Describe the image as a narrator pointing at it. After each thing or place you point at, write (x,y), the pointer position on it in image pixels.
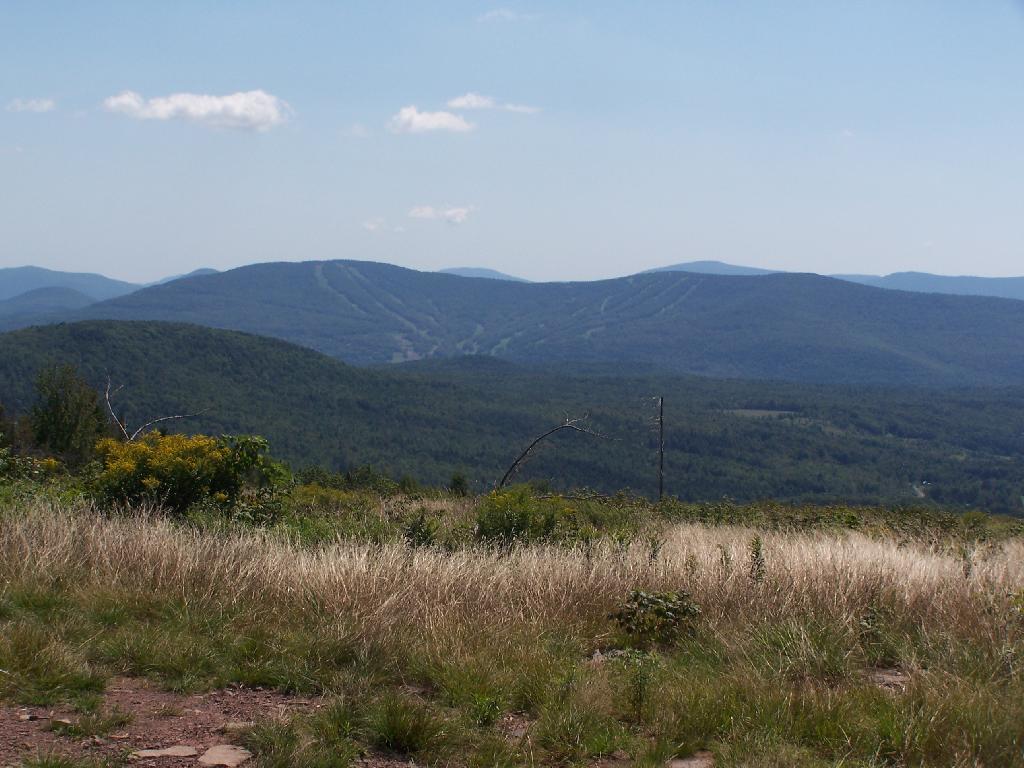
In this image we can see the hills (648,383), trees (381,452) and also the grass (466,654). We can also see the sky (580,156) with some clouds (242,106).
